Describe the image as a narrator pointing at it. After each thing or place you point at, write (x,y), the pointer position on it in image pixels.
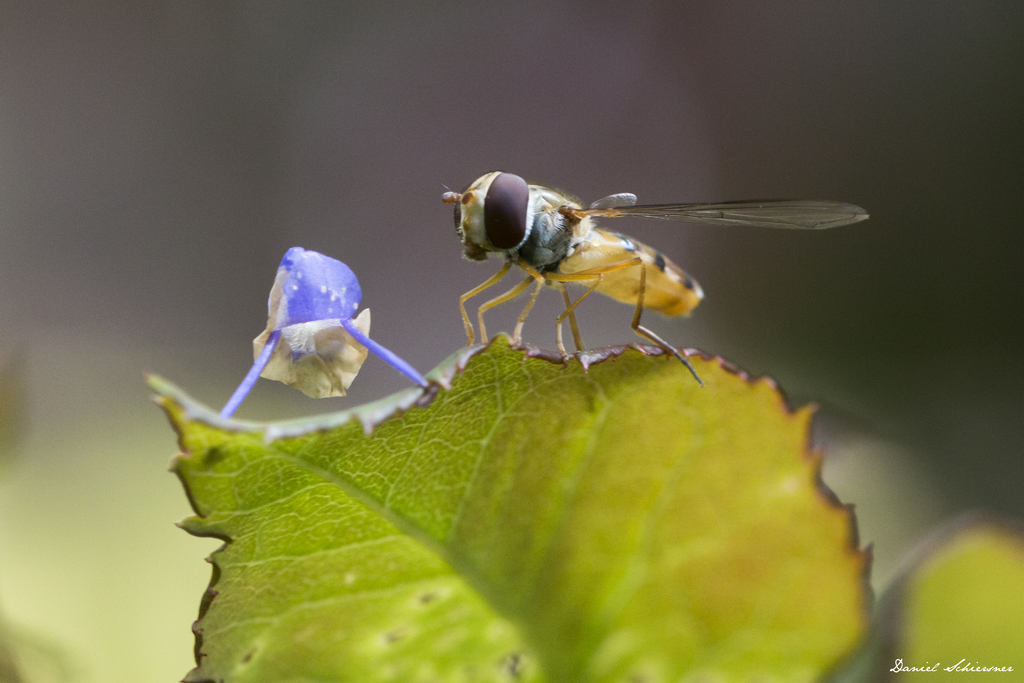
In this image I see the green leaf (453,459) on which there is an insect (521,212) which is of cream, white and brown in color and I see a white and blue color thing (309,317) over here and it is blurred in the background (911,320) and I see the watermark (924,661) over here.
